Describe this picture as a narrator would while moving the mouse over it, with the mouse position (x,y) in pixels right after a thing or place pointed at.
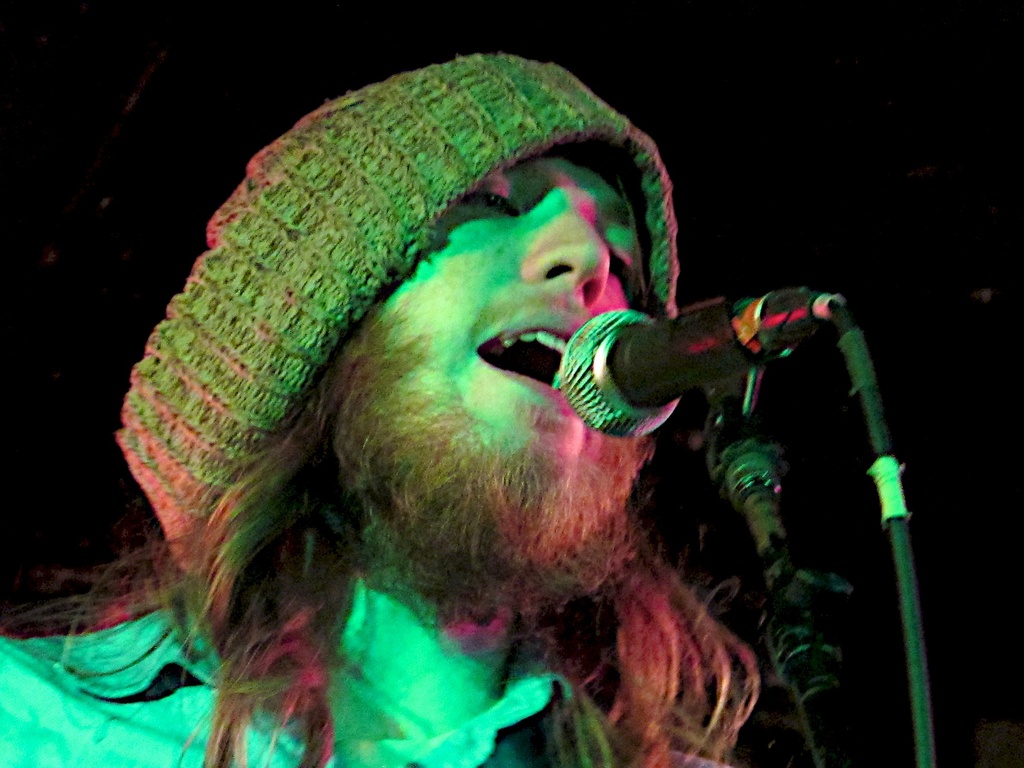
In this picture, we see a man (199,488) in the white shirt (138,746) is singing on the microphone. In front of him, we see a microphone (612,370). In the background (67,196), it is black in color. This picture might be clicked in the musical concert.
